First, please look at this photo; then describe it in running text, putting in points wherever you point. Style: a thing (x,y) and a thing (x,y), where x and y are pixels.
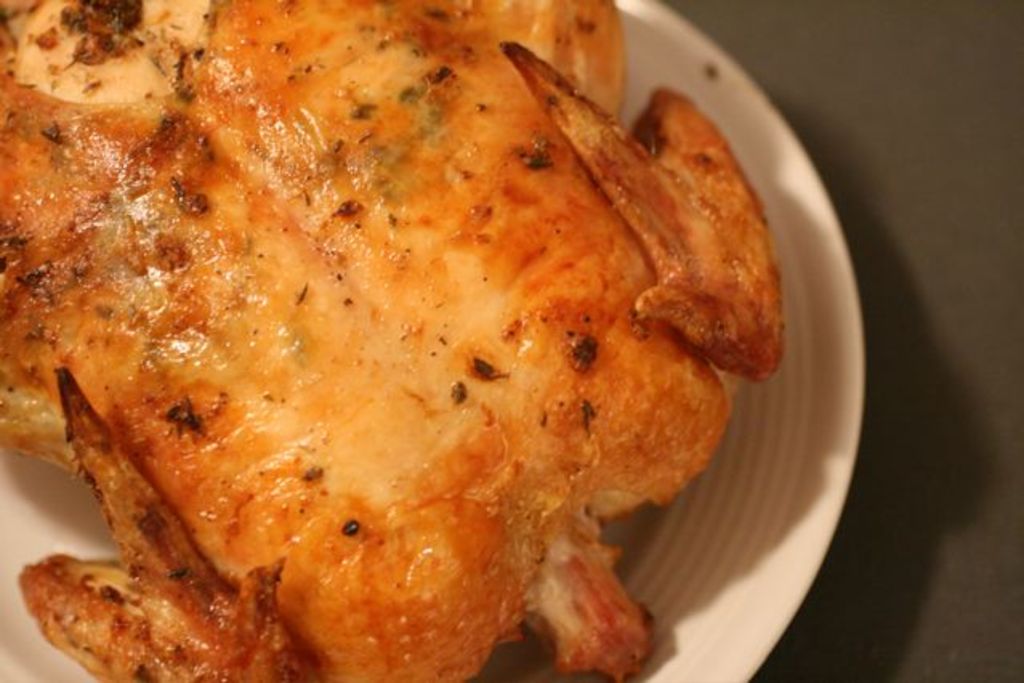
In this image we can see roasted chicken piece (417,368) which is in white color plate (663,545).
